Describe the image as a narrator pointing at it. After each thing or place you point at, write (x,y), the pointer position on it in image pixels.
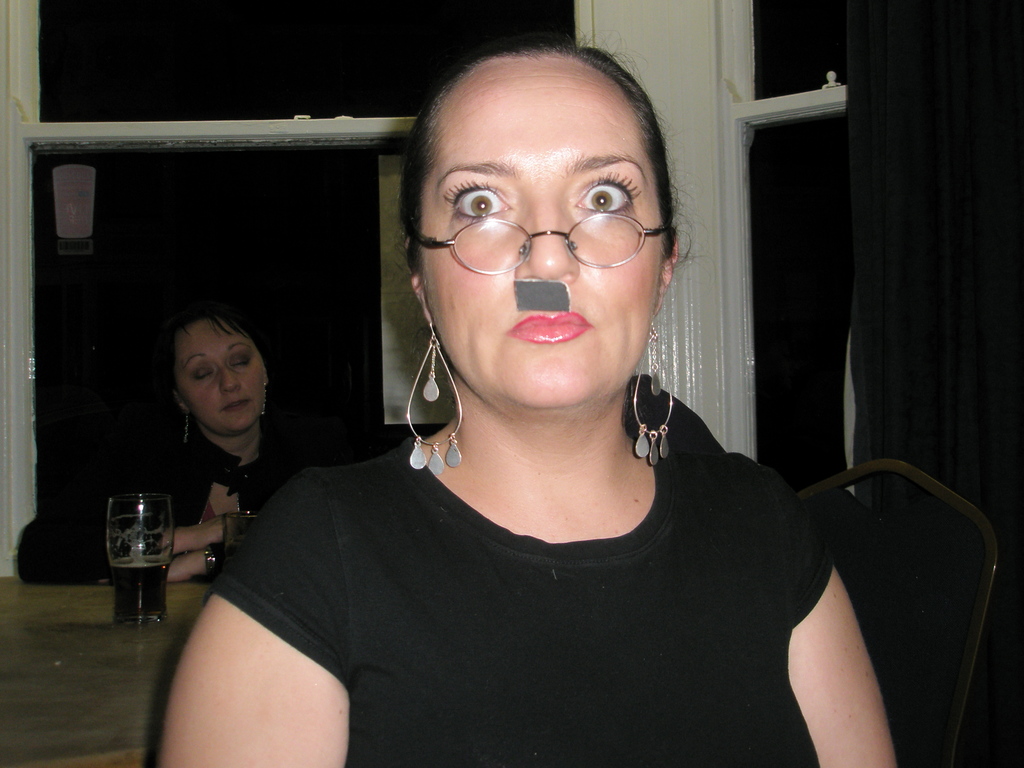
This picture describes about few people (495,429), in the middle of the image (480,453) we can see a woman (551,360), she wore spectacles (511,252), behind to her we can find glasses (234,544) on the table (116,656), and we can see dark background (264,215).
